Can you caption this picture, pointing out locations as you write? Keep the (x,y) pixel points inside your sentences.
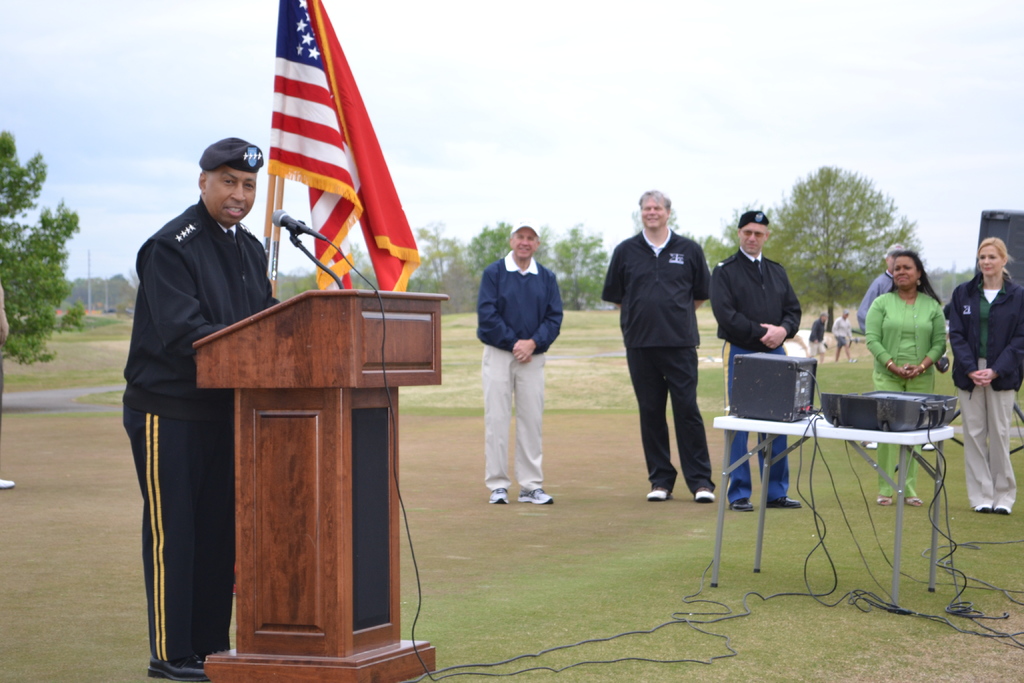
In this picture we can see a man (164,264) wearing black color sweater (164,264) and cap (223,162) standing at the brown color speech desk (246,346) and looking straight into the camera. Behind there is a american flag (319,167). On the right side (945,317) there is a group of men (542,293) and women (888,316) standing and looking to him. In the front side (852,421) we can see white table (771,427) on which black color speaker (789,398) is placed. In the background (817,249) we can see some trees (585,261).
